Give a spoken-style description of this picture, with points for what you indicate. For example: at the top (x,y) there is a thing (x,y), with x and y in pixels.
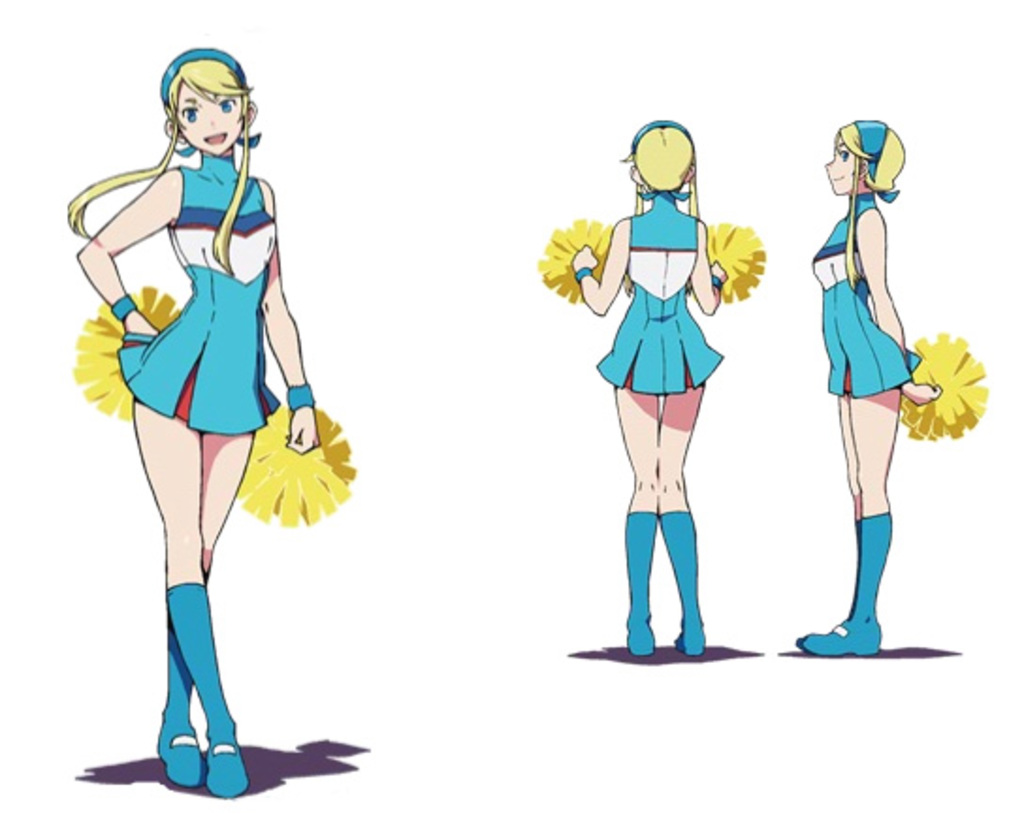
This is an animated picture, in this image we can see three persons (609,274) are standing and holding the objects (584,237) and the background (581,115) is white.
